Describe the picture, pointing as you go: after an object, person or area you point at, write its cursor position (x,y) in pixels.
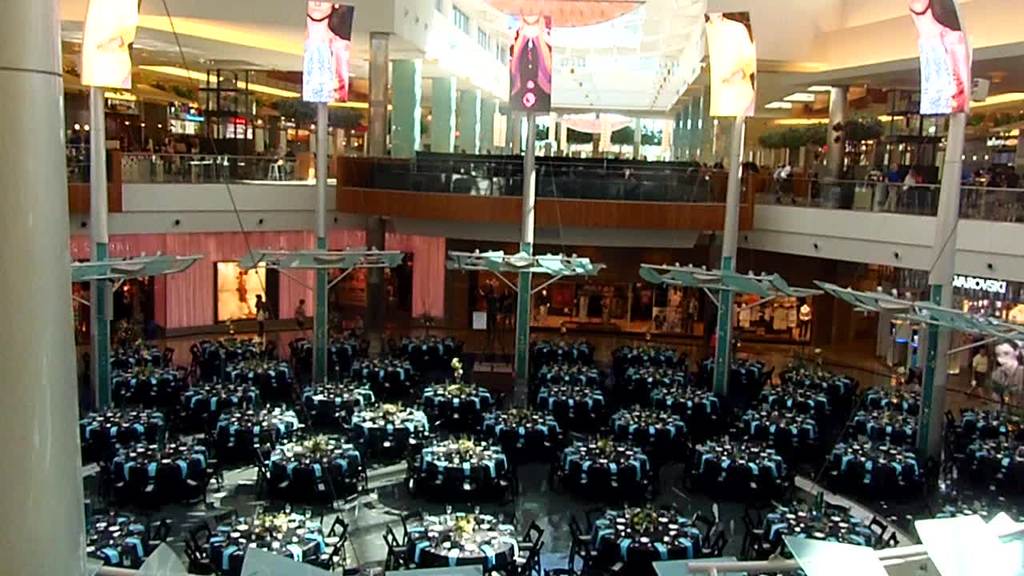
This image is taken indoors. At the top of the image (280,22) there is a roof (860,42). There are a few banners (966,73) with a few images (518,62) on them. In the middle of the image (526,326) there are a few walls (242,187), pillars (23,133) and a few people (902,193) are standing on the floor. At the bottom of the image (641,446) there are many tables (397,446) with tablecloths (486,467) and a few things (643,524) on them and there are many empty chairs (164,373). On the right side of the image (994,289) there is a board (966,284) with a text (984,281) on it and a man (979,353) is walking on the floor (967,387).
